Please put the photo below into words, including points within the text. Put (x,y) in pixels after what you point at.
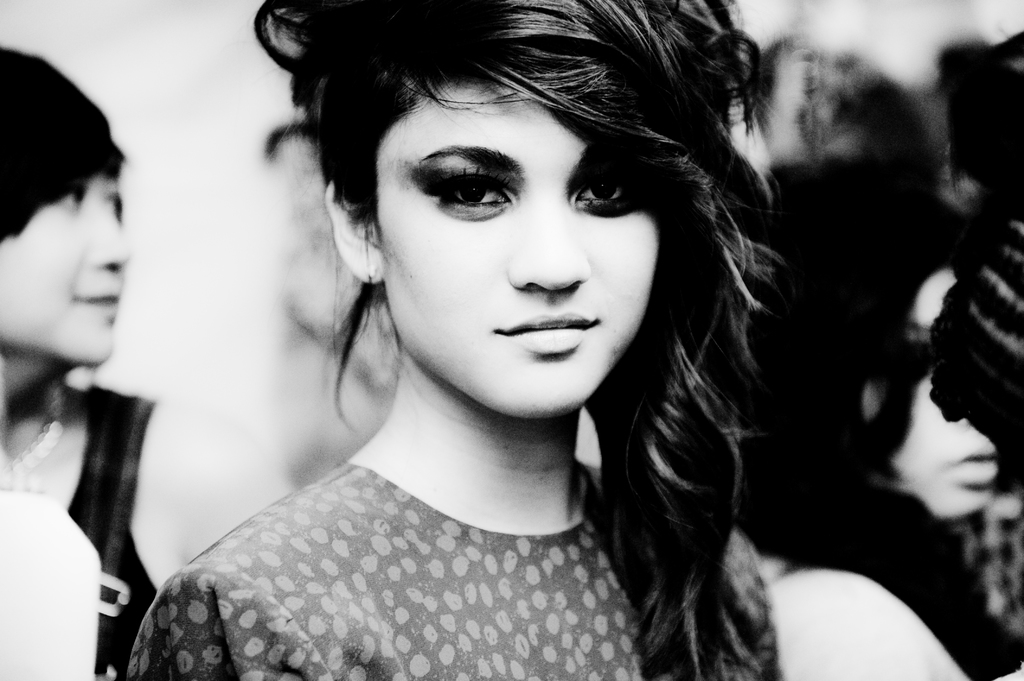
In this image we can see a black and white image, there are a few people (754,309) standing and a blurry background (253,110).
